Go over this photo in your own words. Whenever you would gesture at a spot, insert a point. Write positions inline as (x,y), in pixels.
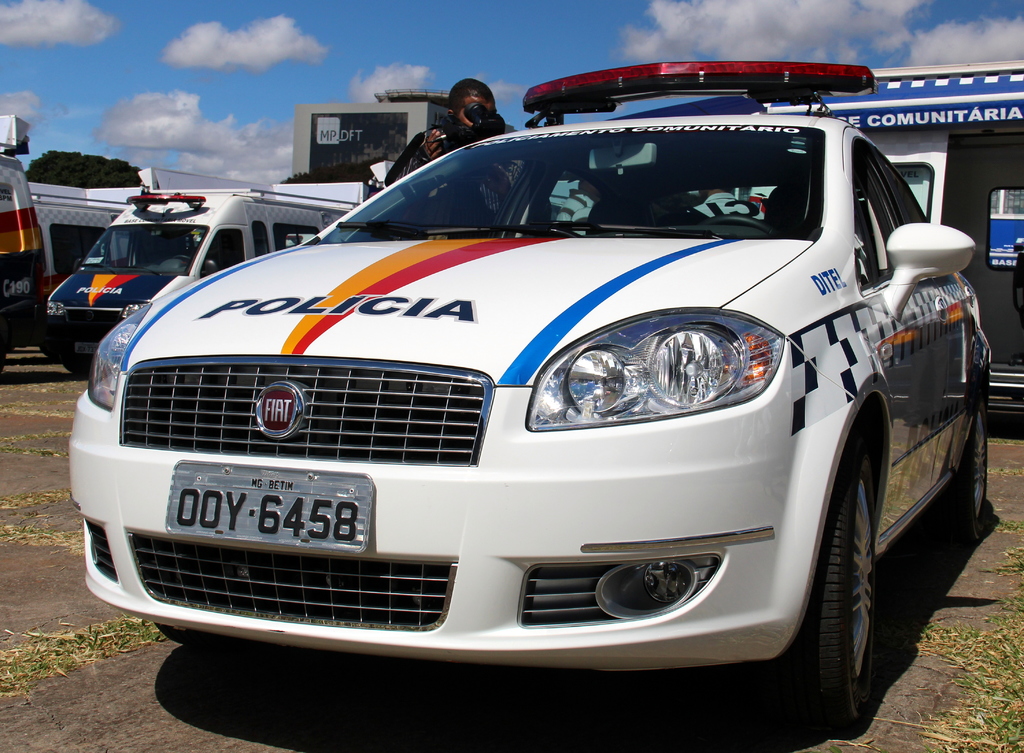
In this image we can see the police vehicles (470,339) on the path (758,719). We can also see the grass (62,637). There is also a person (484,92) standing and holding the camera (481,104). We can also see the sky (242,46) with the clouds (194,51).
